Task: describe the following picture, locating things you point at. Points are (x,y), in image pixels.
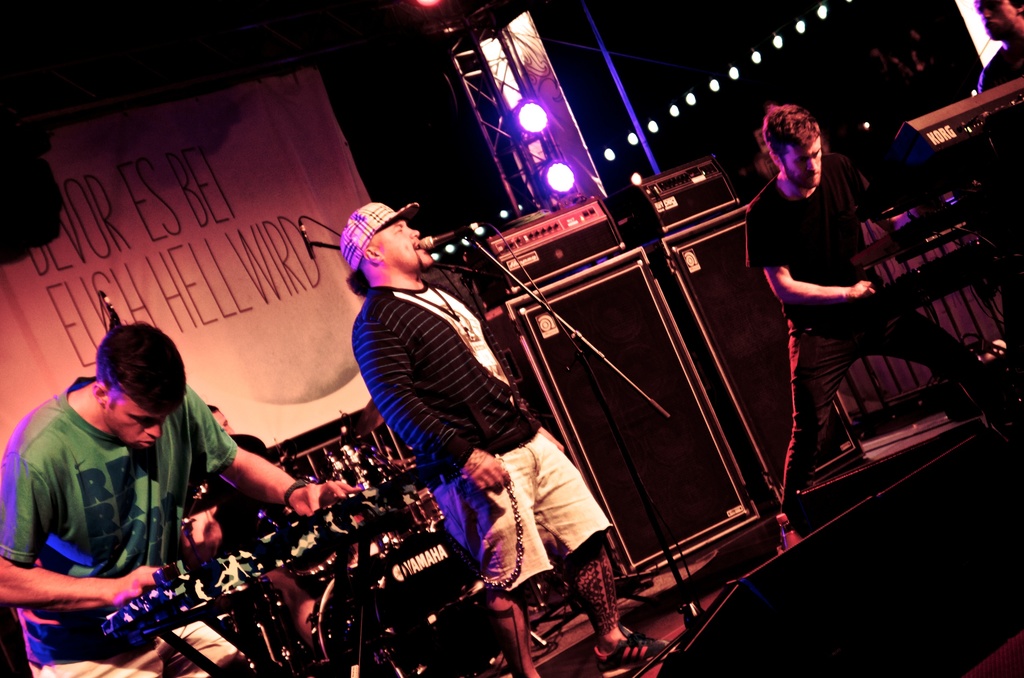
In this picture we can see some people (225,487) playing musical instruments (153,586) on stage (750,636) where a man (519,631) singing on mic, banner (292,299), speakers (593,359) and in the background (821,1) we can see the lights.
